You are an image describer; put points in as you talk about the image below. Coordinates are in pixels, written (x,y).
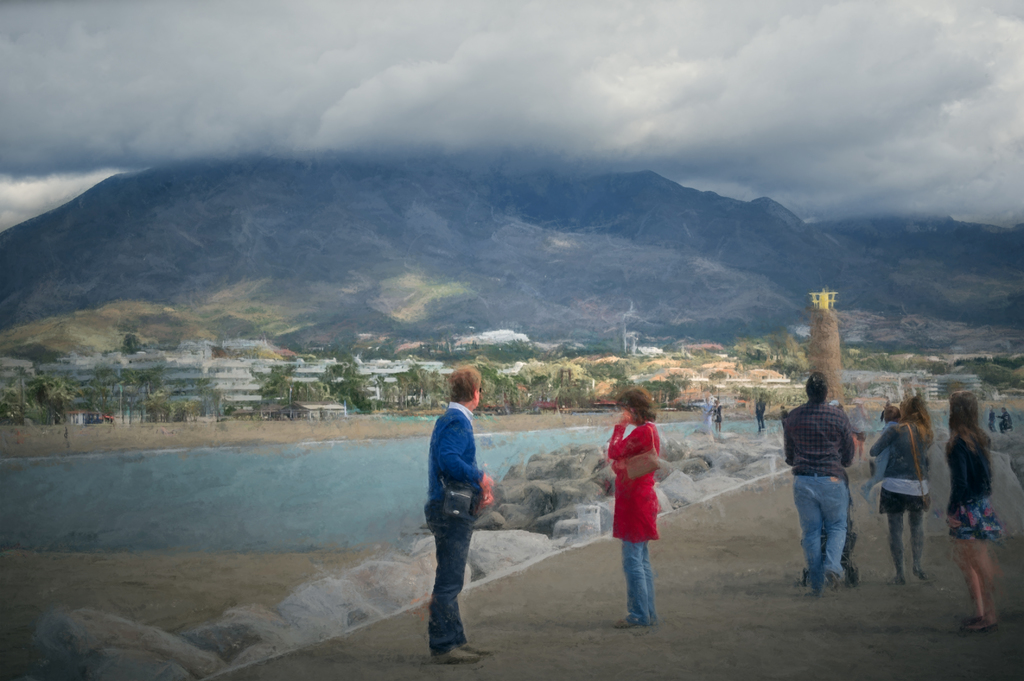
In this picture we can see people (826,492) on the ground (768,583), here we can see some stones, buildings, trees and some objects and in the background (947,248) we can see mountains (966,288), sky (885,110).
